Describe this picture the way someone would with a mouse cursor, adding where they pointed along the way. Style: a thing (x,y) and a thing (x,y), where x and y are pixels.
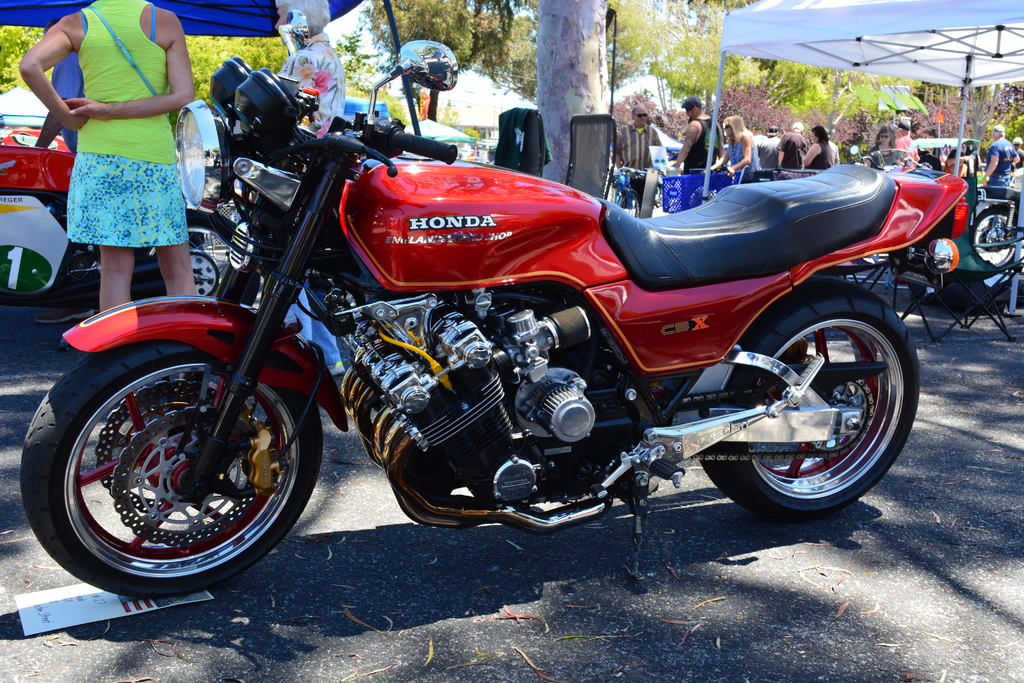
In this image there are vehicles (868,330), tents (777,2), people (629,156), trees (558,63) and objects (584,168). Under this vehicle (207,516) there is a paper (86,609) on the road (220,634).
